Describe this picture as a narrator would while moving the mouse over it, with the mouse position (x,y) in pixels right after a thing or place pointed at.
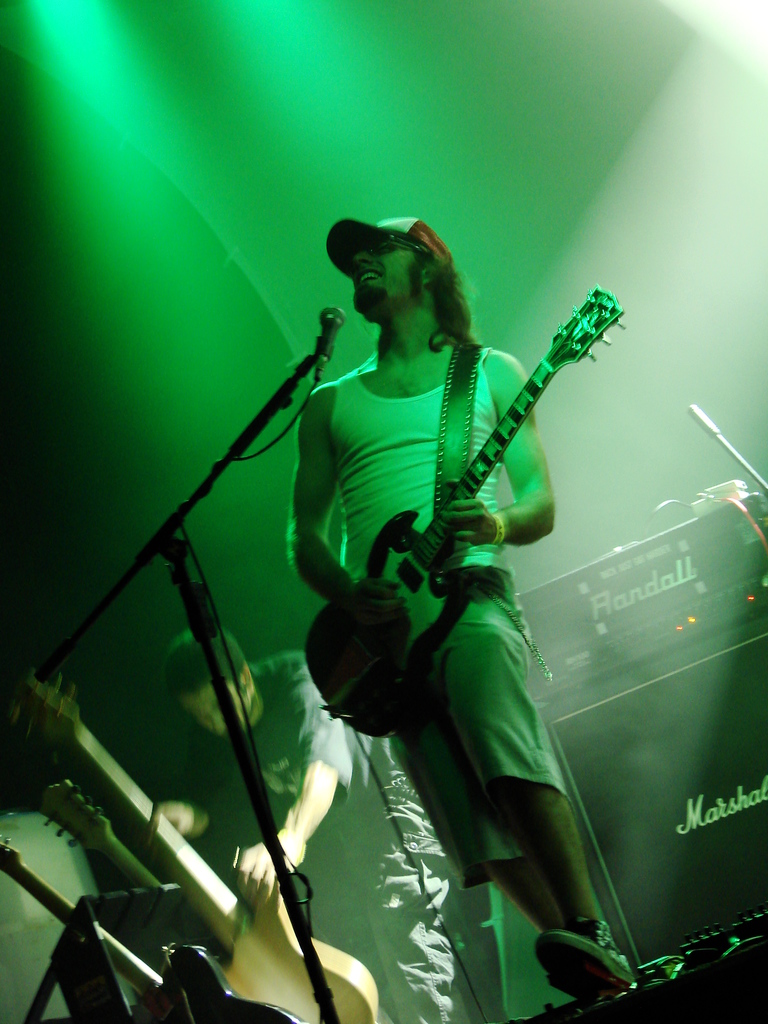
In this image there is one person (370,514) standing on the right side of this image (520,478) is holding a guitar (381,650). There is one other person (297,810) standing on the left side of this image (189,822). There is one Mic (222,680) on the left side of this image (248,760), and there is one object (626,691) kept on the right side of this image (654,736).
